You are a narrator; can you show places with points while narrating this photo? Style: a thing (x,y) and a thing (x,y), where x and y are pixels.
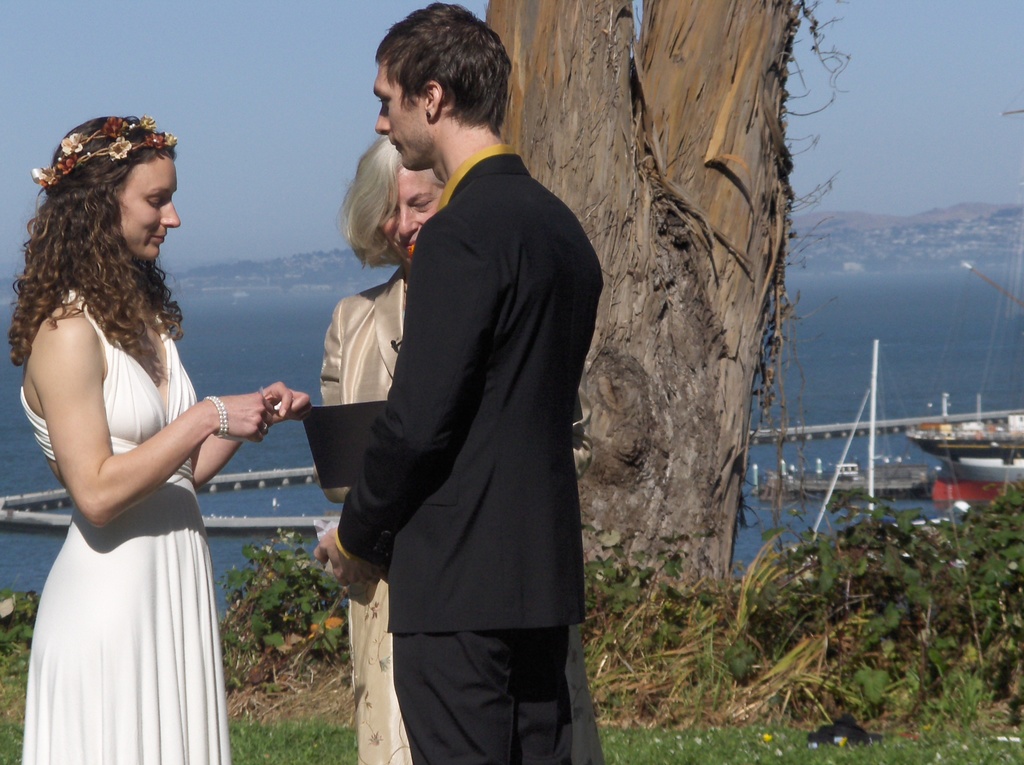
In this picture I can see there is a woman (207,664) standing here on the left (211,441) wearing a white dress (118,432) and there is a man (499,263) standing here wearing a black blazer (534,482) and in the backdrop (415,240) there is a woman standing here and there is a river (191,354), mountain (966,225), trees (648,72) and the sky (118,54) is clear.
